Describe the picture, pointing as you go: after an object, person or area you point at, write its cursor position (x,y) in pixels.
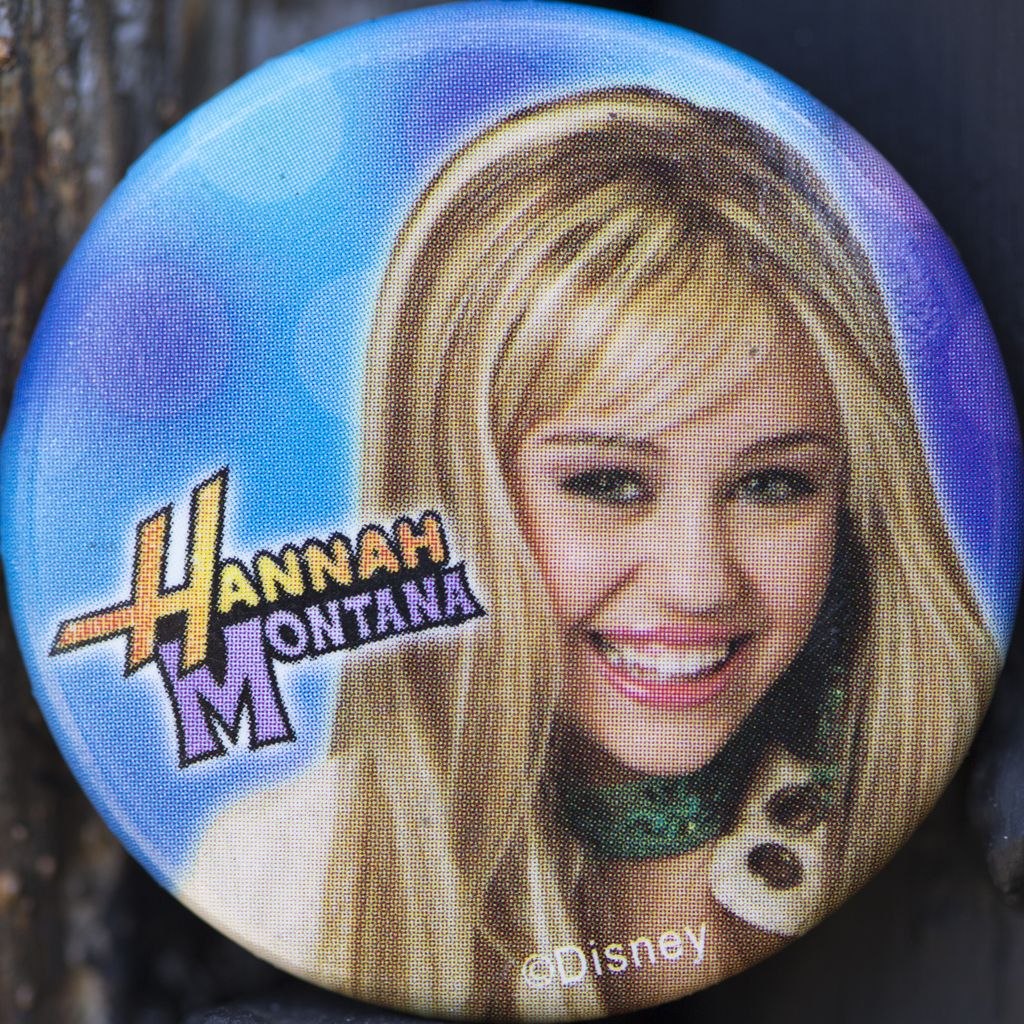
In this image there is a badge (734,614) with Hannah Montana photography (638,649).
